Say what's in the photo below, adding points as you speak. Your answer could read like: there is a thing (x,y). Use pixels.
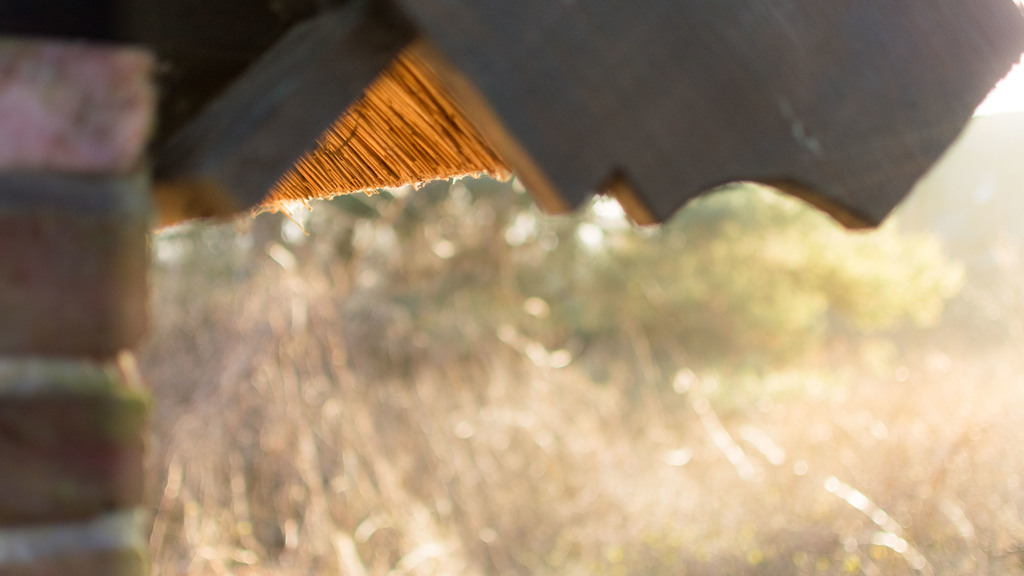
On the left side of the image (96,479) there is a house (107,471) with red bricks (49,516). On the right side of the image (705,438) there is a dry grass (709,454) and trees (703,328).
